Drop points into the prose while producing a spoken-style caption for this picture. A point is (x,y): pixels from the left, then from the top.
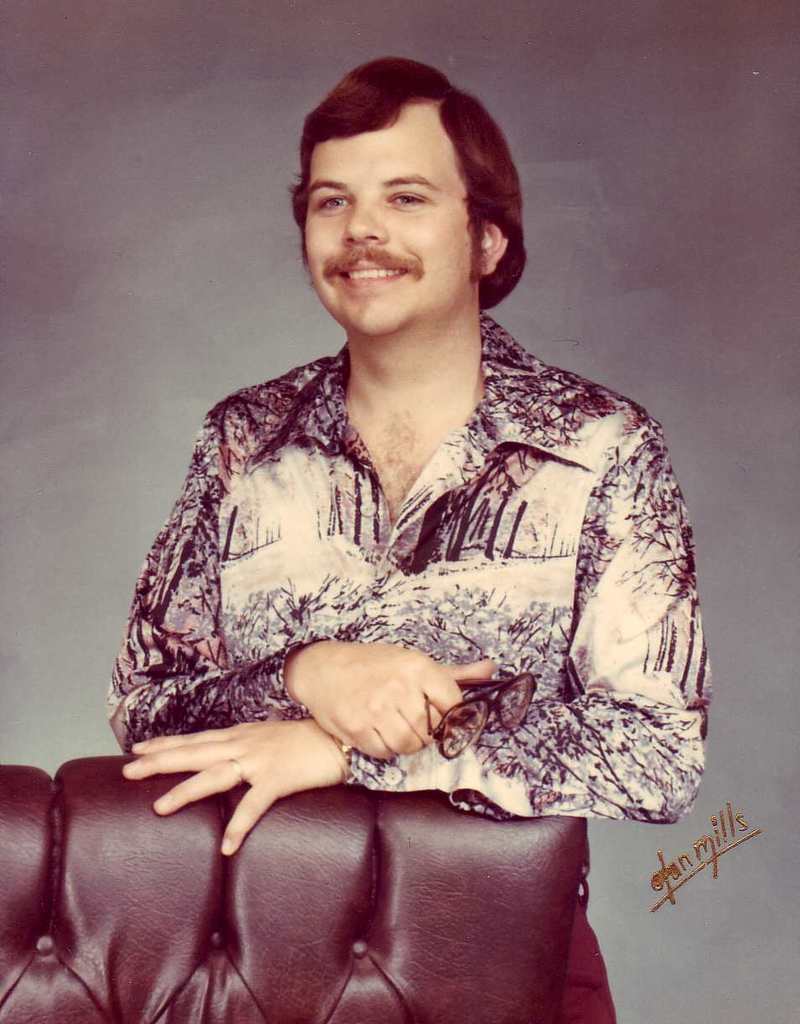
In this picture there is a man (396,423) standing and smiling and holding goggles (502,695), in front of him we can see an object (97,830) and we can see text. In the background of the image (310,66) it is grey color.
